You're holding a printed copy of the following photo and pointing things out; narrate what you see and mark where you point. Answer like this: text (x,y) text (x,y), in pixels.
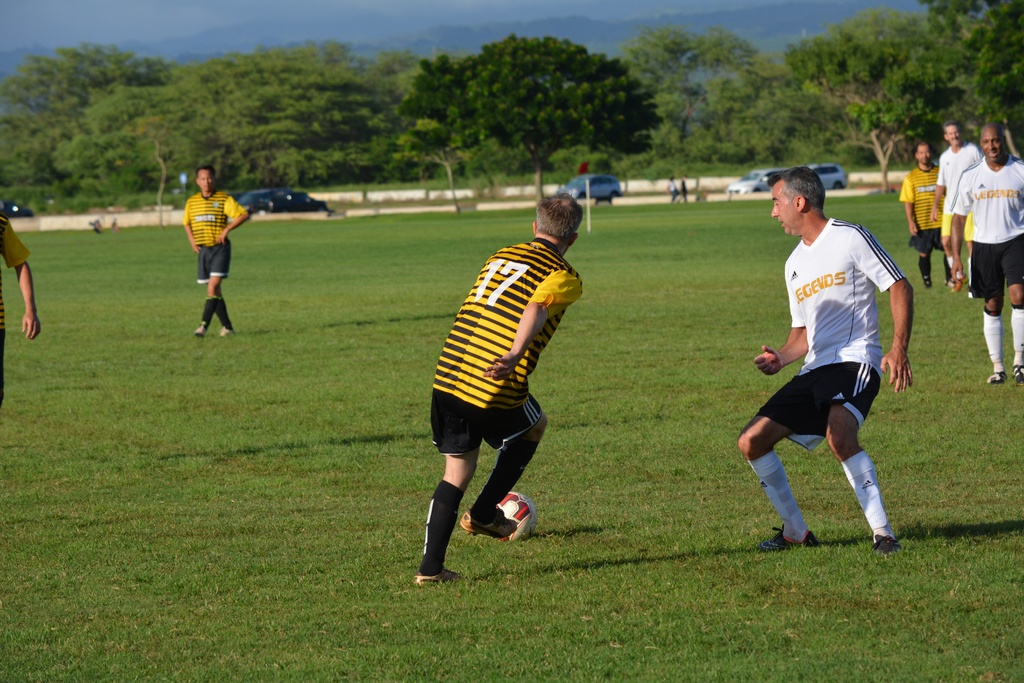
Some people (496,348) are playing football in grass field (360,318). A man (525,383) is trying to kick the ball (517,516). There are some trees (566,122) and few cars (753,189) in the background (670,107).
